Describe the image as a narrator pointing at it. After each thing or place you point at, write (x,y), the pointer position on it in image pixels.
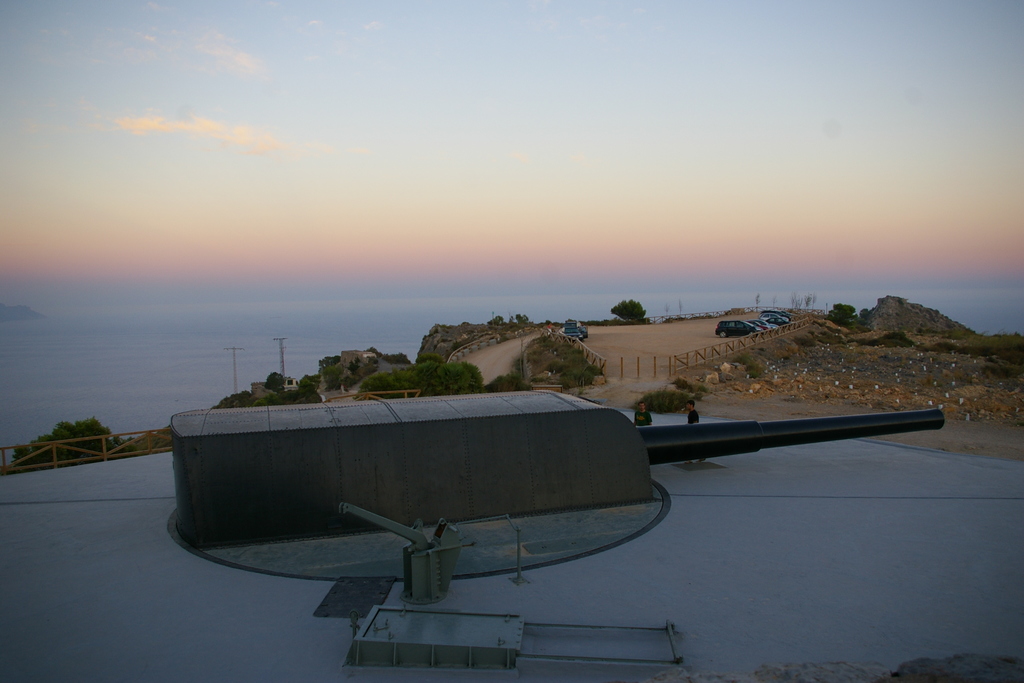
In this image at front (696,430) there is a cannon (433,435). Behind that there are two persons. At the back side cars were parked on the road (677,325). At the background (336,380) there are trees (336,359), buildings (352,352), towers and sky (410,121).
